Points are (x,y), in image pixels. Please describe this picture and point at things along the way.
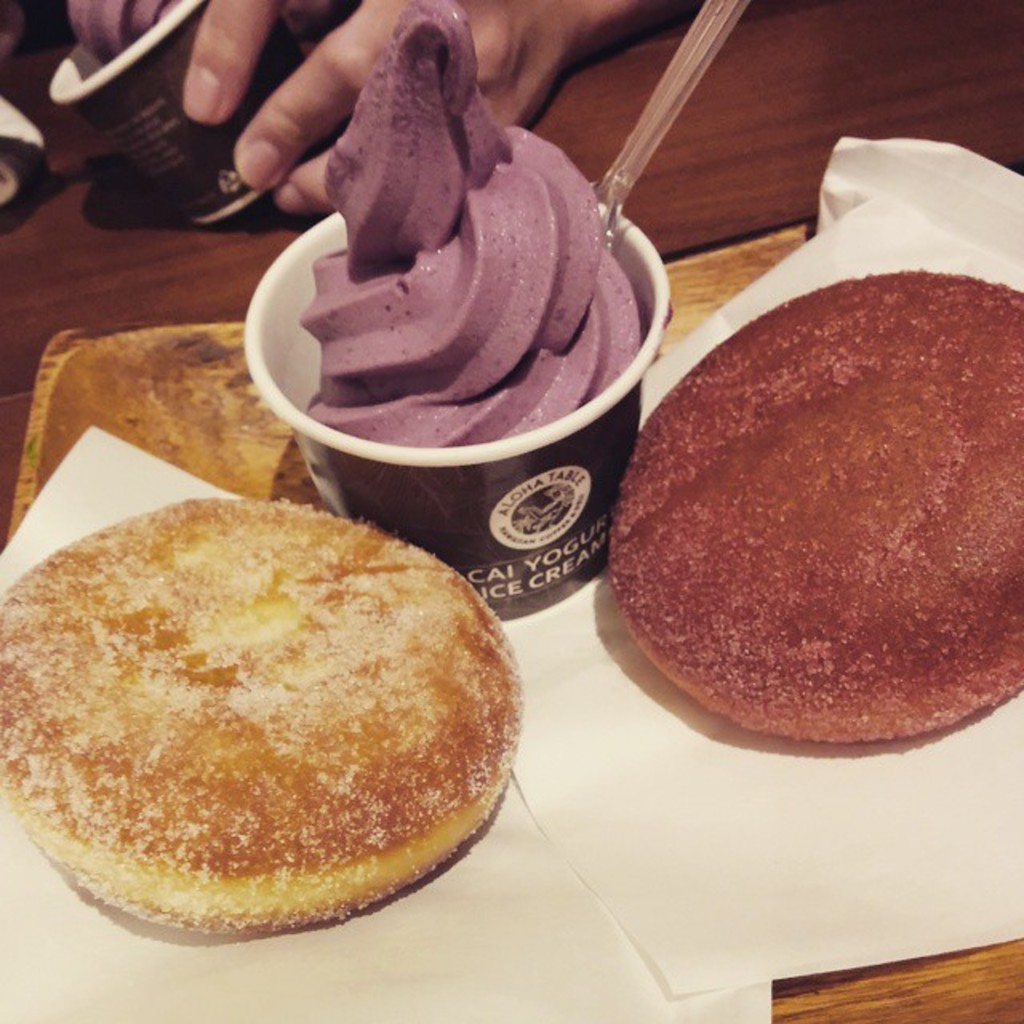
In this image in front (597,763) there are food items (854,475), tissues (718,855) and a spoon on the table (800,101). We can also see a hand (329,59) of a person (602,15).
